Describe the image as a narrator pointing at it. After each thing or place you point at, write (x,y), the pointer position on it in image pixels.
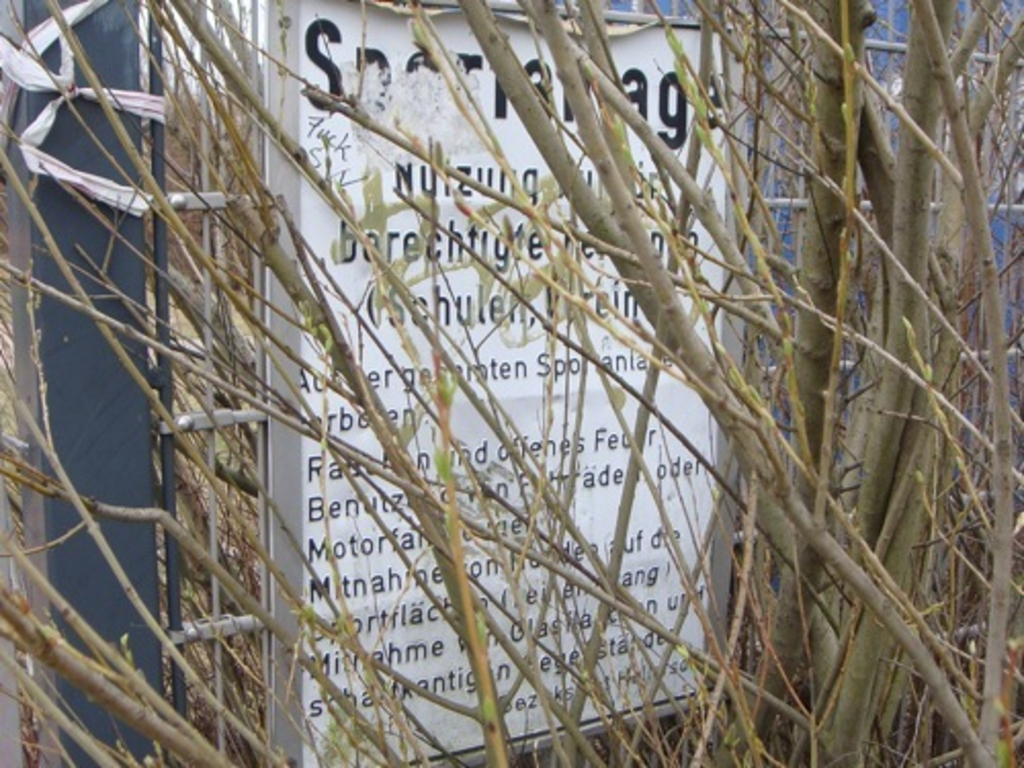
In the picture we can see a plant (638,448) without leaves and behind it, we can see a board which is white in color with some information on it.
